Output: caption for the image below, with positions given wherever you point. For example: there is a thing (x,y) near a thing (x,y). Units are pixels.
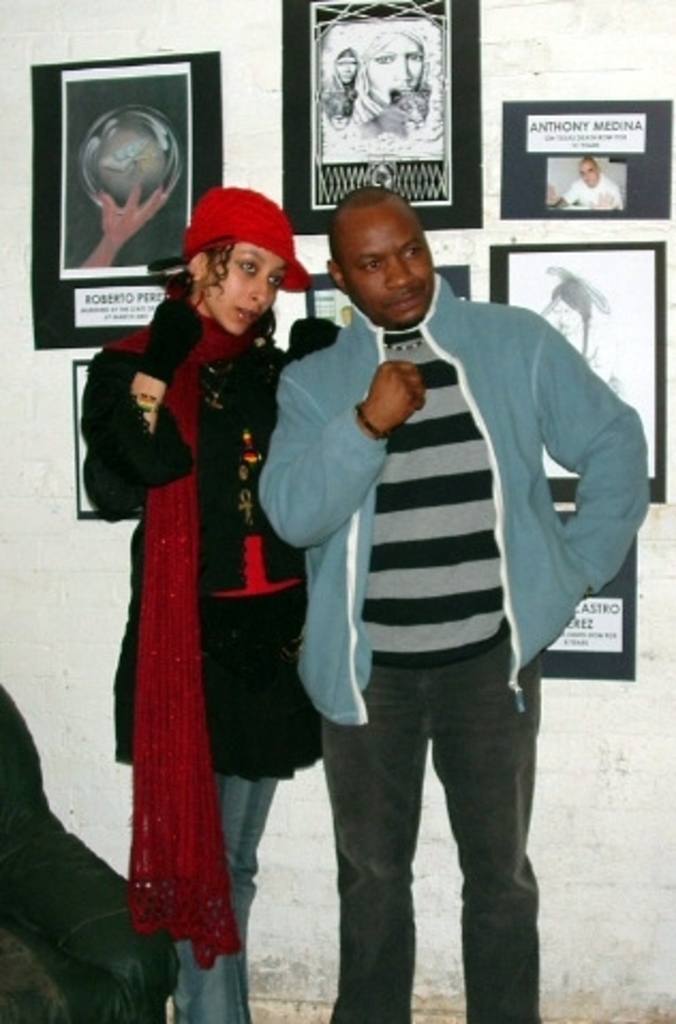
In this image there is a man (434,558) standing, there is a woman (265,558) standing, there is an object (57,834) towards the left of the image (18,771), there are photo frames (411,82) on the wall (643,622).
